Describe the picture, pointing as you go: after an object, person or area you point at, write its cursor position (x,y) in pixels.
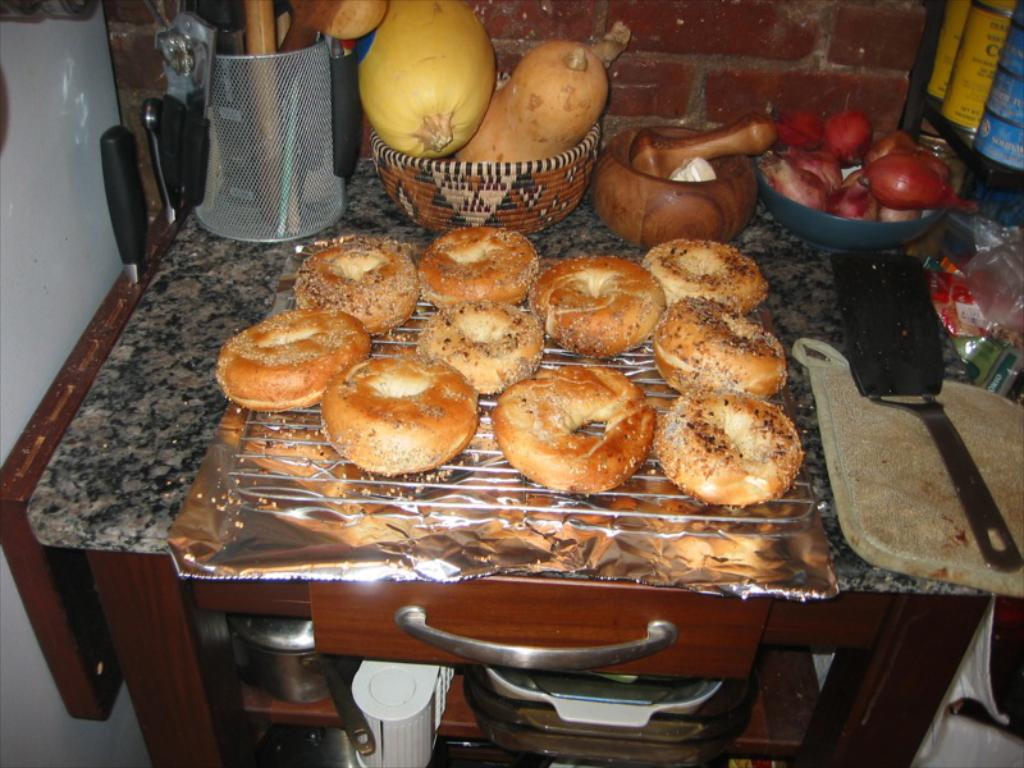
In the center of the image (613,436) there is a table (699,597) and we can see a tray (748,551), spatula (922,408), bagels (590,378), stand (312,175), basket (496,169), vegetables (582,80), grinder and knives (135,233) placed on the table (755,227). In the background (764,67) there is a wall (774,69) and we can see tins (990,113).
